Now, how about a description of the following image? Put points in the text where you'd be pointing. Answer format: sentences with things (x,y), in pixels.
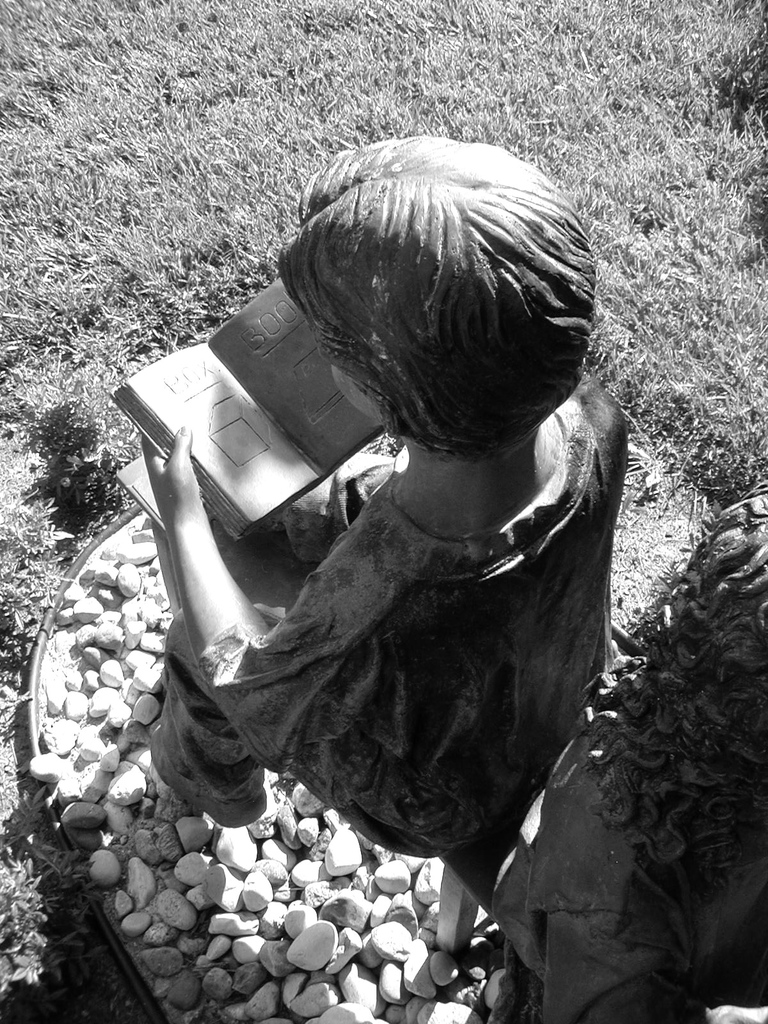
This is a black and white image. There is grass (349,94) at the top (531,97). There is a statue (260,422) in the middle (393,462). There are stones (314,990) at the bottom (191,926).
